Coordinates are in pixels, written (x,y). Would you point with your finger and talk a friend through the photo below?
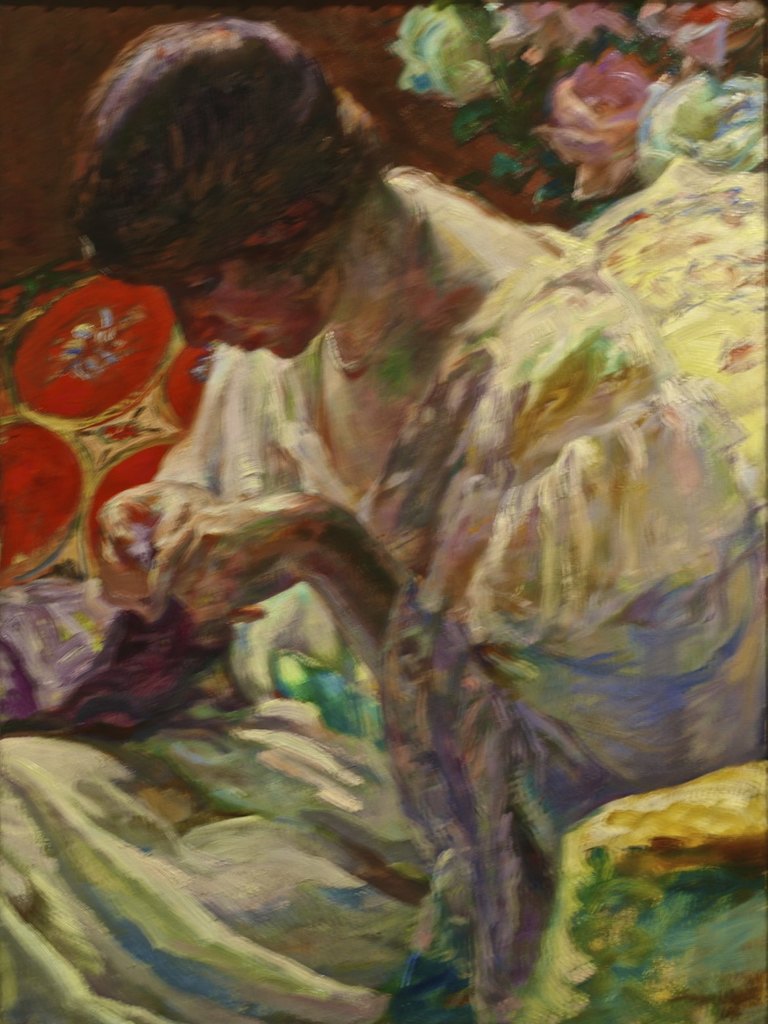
We can see painting (146,959) of a person (337,515) and flowers (613,171).
